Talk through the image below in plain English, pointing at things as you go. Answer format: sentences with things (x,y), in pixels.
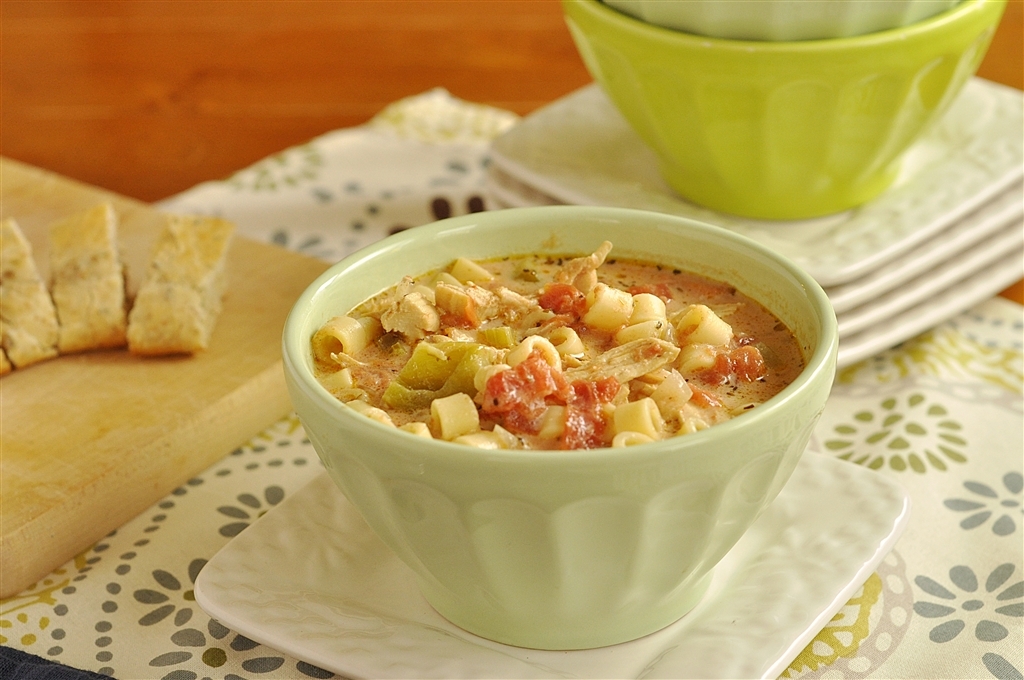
Here in this picture we can see a table (290,122), on which in the front (550,511) we can see a bowl of food (505,437) present on a plate (400,581) over there and beside that we can see other bowls (824,107) and plate (843,260) present and on the left side (91,320) we can see some bread pieces (83,283) present on a board (244,272) over there.
